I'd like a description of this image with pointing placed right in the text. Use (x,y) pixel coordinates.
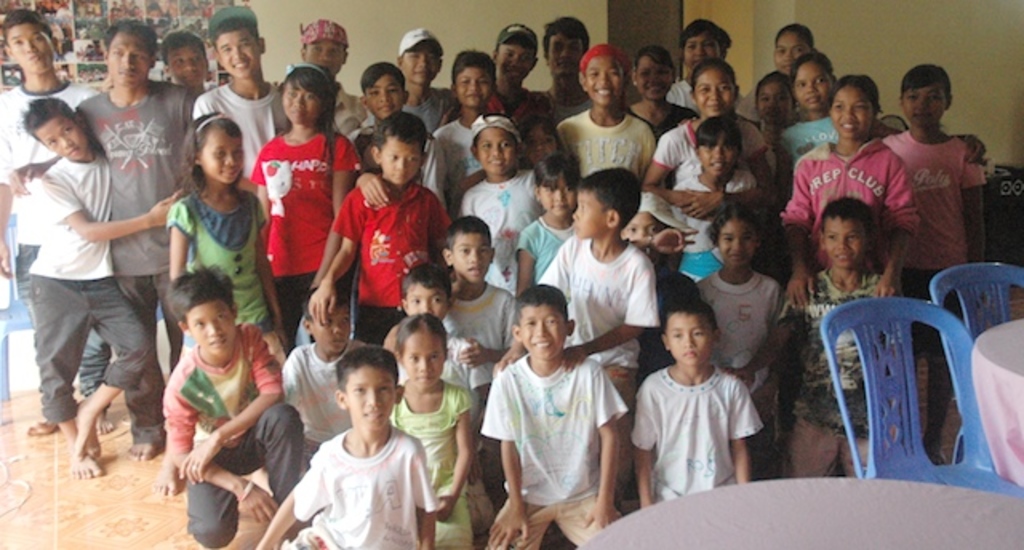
In this picture we can see some people (326,174) standing here, in the background (437,34) there is a wall (437,34), on the right side (964,354) there are two chairs (970,345) and a table (1023,379), we can see photos (88,59) at the left top of the picture (79,25).
